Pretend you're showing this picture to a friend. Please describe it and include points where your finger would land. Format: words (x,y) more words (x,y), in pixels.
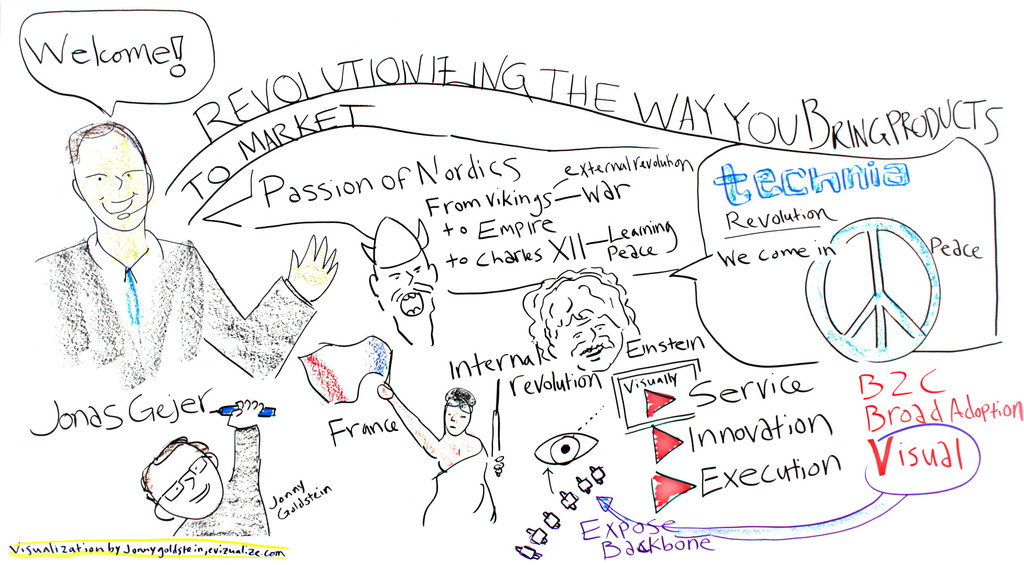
In this image we can see some pencil sketches (84,266), also there are some text (623,172).
